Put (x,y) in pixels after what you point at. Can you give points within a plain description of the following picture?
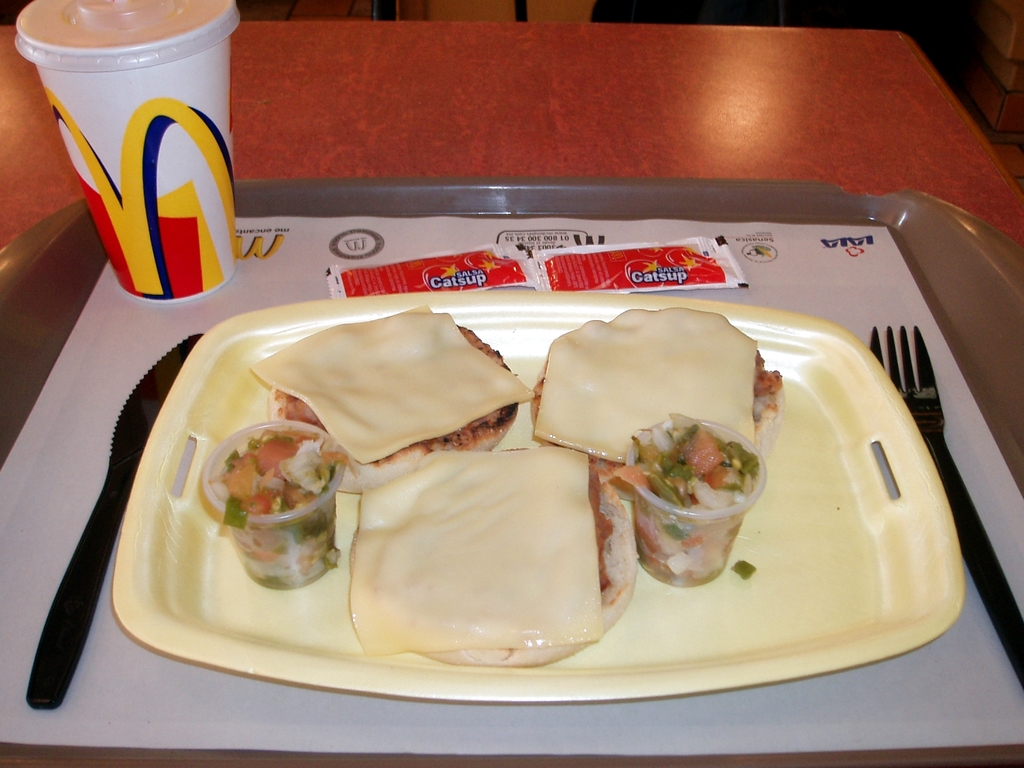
On the table (452,126) we can see tray (1021,428). On the tray (940,262) we can see cup (123,122), fork (919,359), plastic knife (72,654), paste (531,263), bread (507,379), salad (725,454), burger (479,394) and other food items (608,416). On the top (383,3) we can see the chair (776,5).
